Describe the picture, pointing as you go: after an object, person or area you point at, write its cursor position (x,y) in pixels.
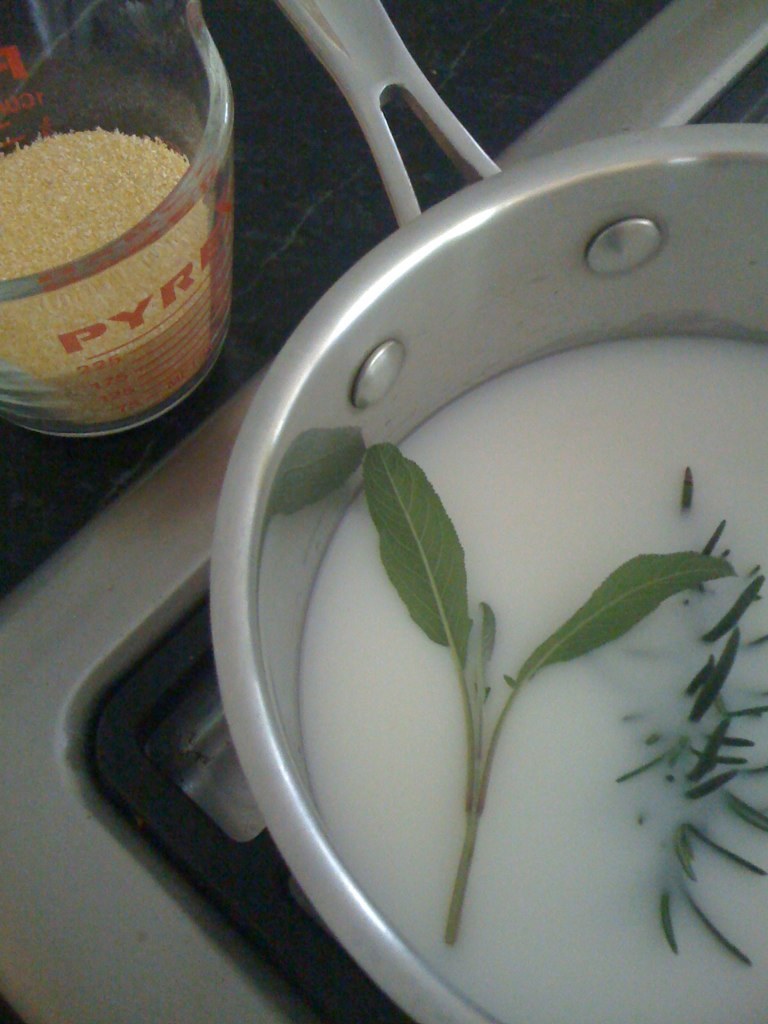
In this image there is bowl (343,400) with some liquid (502,565) and leaves (578,643) in it. To the left side of the image (151,365) there is a glass (114,91) with some item (89,169) in it.
